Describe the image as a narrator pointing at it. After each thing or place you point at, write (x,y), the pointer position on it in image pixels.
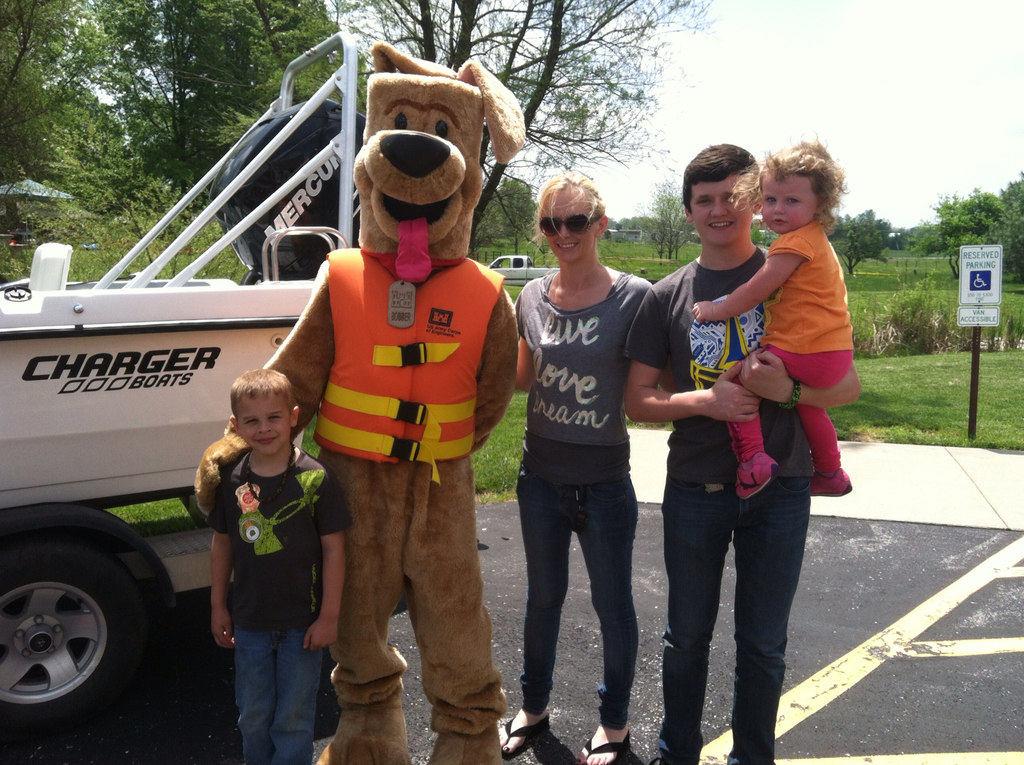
In this picture we can see some people (538,576) standing on the road (638,672) and smiling, vehicles (146,411), trees (474,245), signboard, grass (876,388) and in the background (920,120) we can see the sky (876,60).
